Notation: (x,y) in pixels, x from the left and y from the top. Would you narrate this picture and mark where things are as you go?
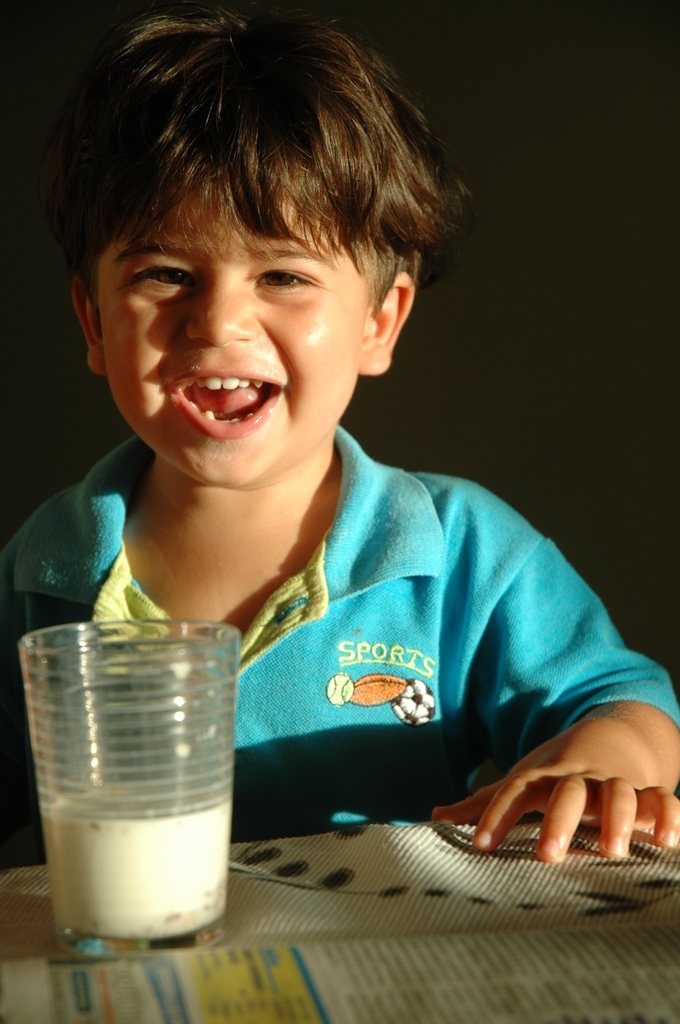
In this picture I can see a boy (120,336) and a glass (192,796) on the table (512,873) and looks like a paper (432,948) with some text (419,1011) at the bottom of the picture (363,964) and I can see dark background (664,398).
